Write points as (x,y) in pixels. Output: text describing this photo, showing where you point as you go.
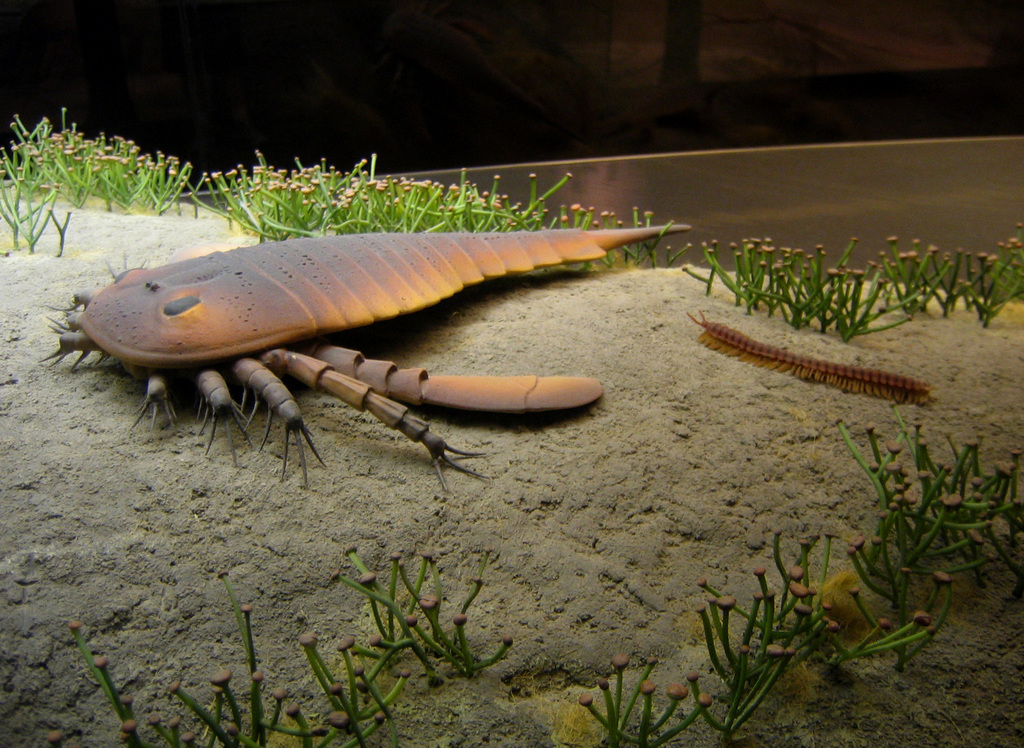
In the front of the image (503,242) I can see insects (231,290) and plants (430,204). In the background of the image (842,134) it is dark.
